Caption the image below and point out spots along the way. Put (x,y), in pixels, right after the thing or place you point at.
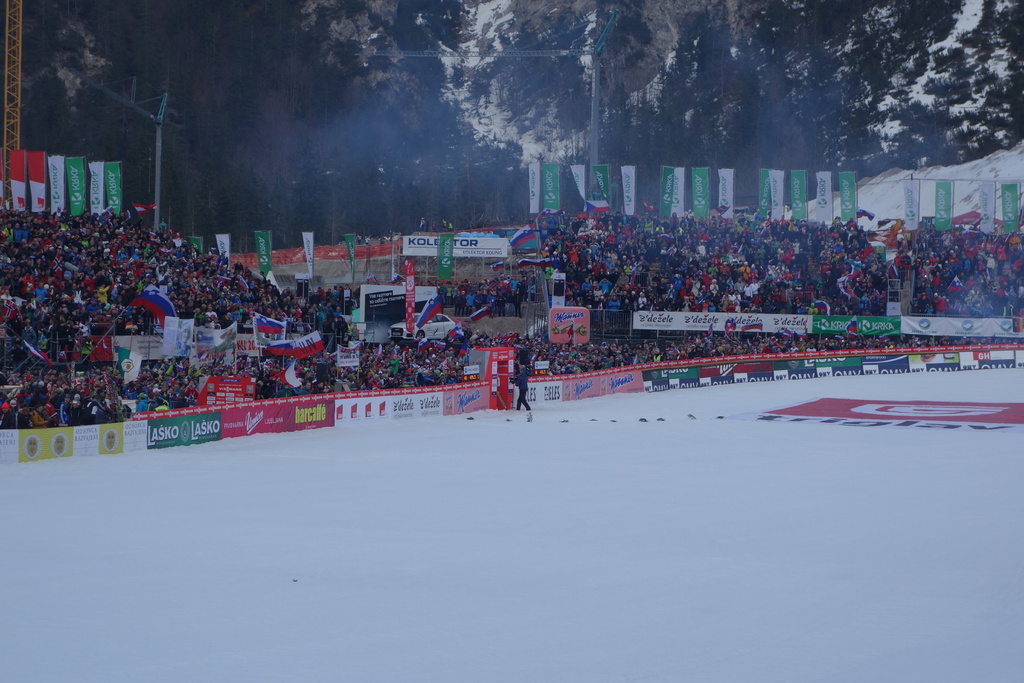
This picture consists of a play ground (103,621), in the playground (536,449) I can see person (520,397) and fence (444,391), back side of the fence (141,433) I can see crowd of people (582,250) and flags (775,192) and trees (211,96) visible at the top (103,134) and poles (857,191) visible in the middle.
